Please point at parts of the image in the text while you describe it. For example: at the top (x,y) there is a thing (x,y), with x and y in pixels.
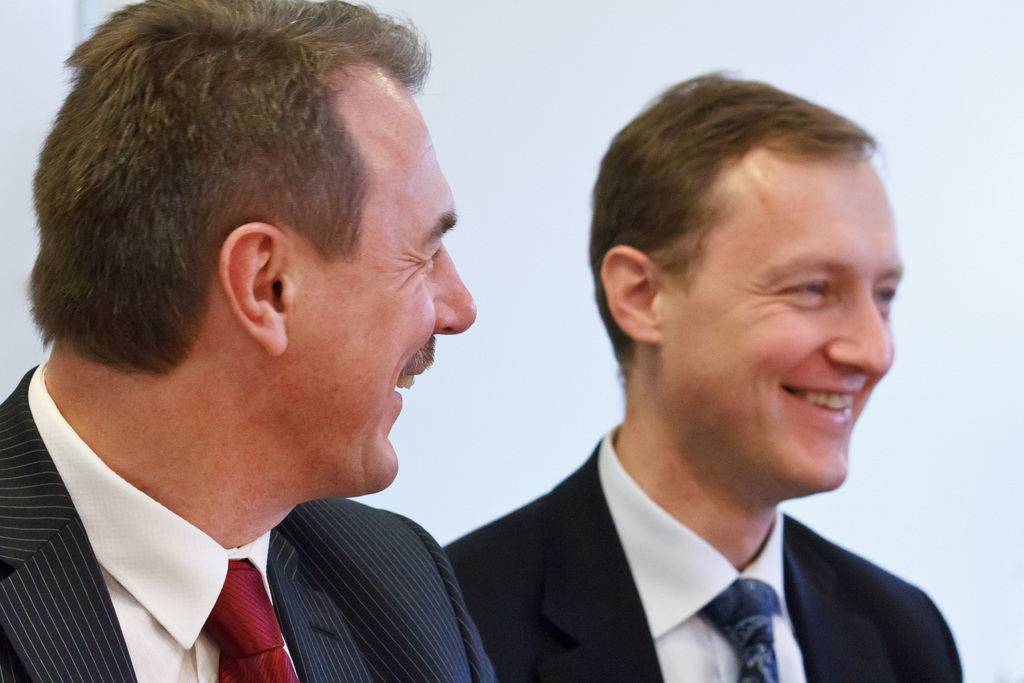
In this image we can see two persons (725,328) with a smiling face (780,437) and we can also see the white background (905,142).
